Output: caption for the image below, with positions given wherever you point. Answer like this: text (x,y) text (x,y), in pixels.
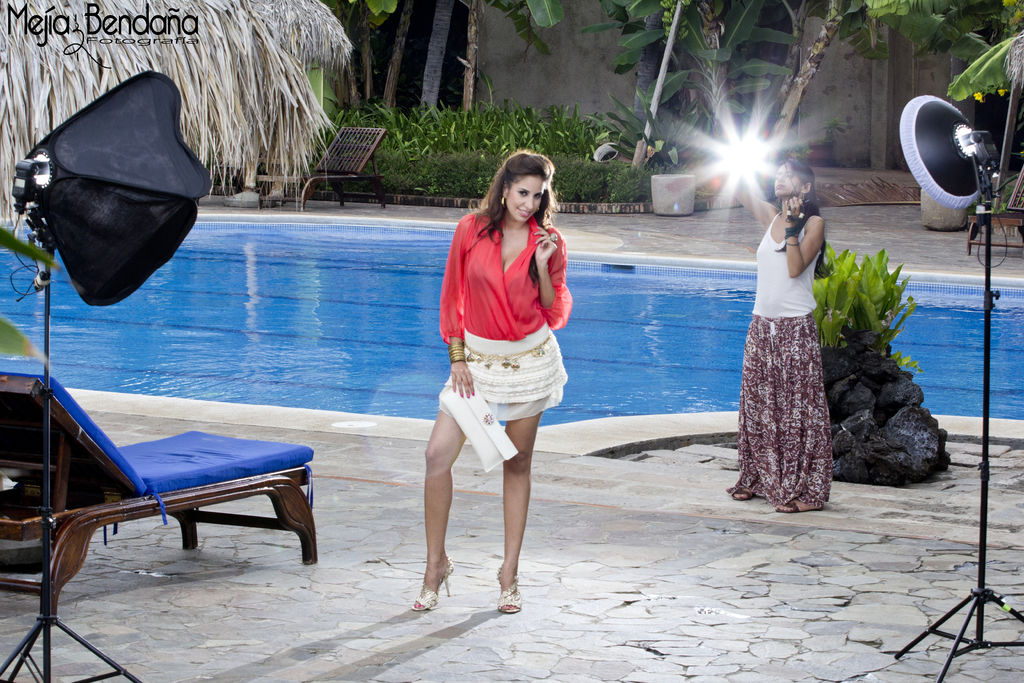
In this picture I can see there is a woman (452,448) standing, she is wearing a pink shirt (510,326) and a handbag (485,395). Onto right there is another woman (785,282) standing and there is a swimming pool (687,304) in the backdrop (871,296) and there are trees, plants (871,296).
